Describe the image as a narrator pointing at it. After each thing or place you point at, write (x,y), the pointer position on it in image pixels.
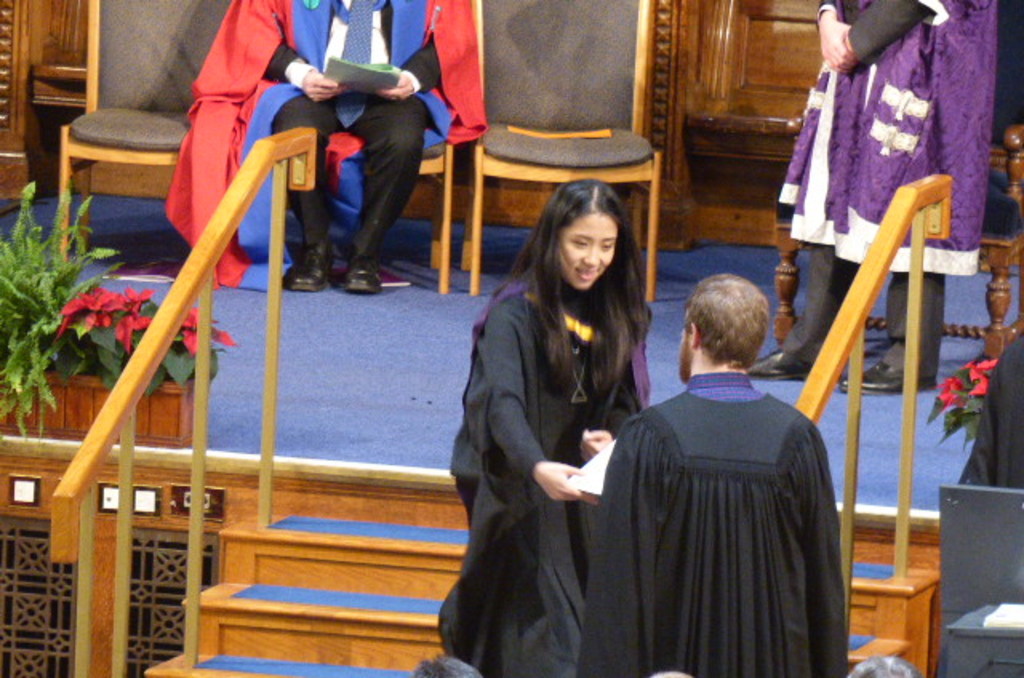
This 3 persons (578,358) are standing. This person (382,141) is sitting on a chair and holds a paper (371,82). On the stage (217,323) there are plants (118,359). This are steps (290,641). This persons (613,479) wore a black dress (635,481).
